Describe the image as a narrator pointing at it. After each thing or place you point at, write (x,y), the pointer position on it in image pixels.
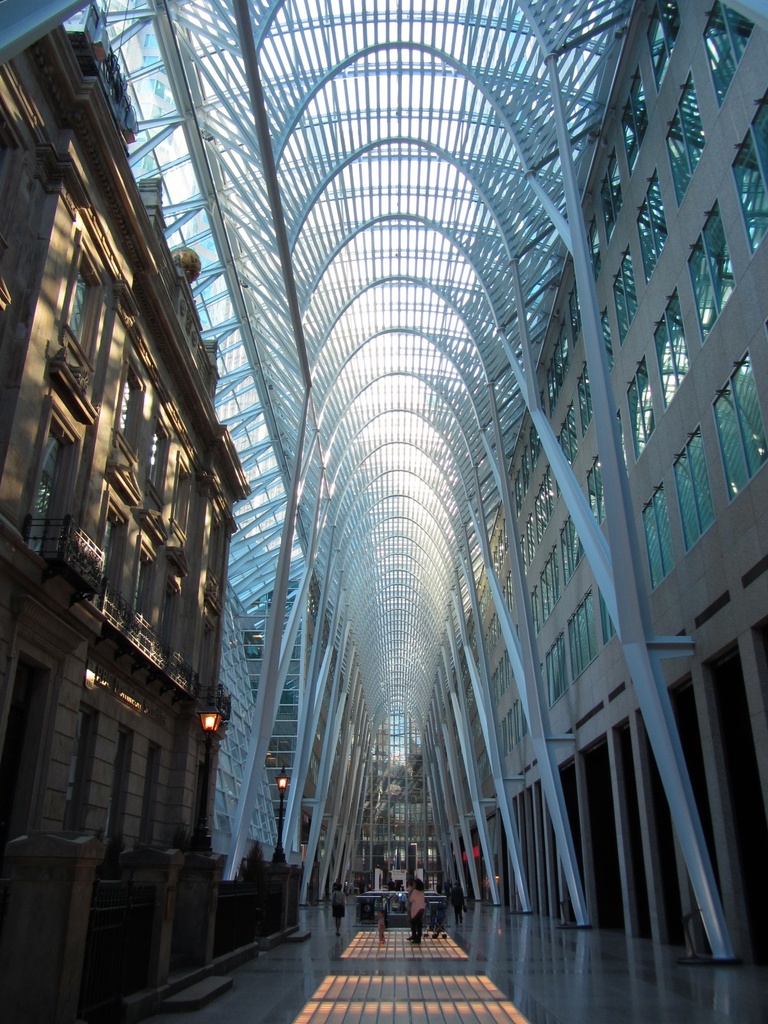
In this picture we can see buildings (81,725), there are some people (424,912) in the middle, on the left side (215,733) we can see lights (202,722), there are some metal rods (424,397) at the top of the picture (375,71).
